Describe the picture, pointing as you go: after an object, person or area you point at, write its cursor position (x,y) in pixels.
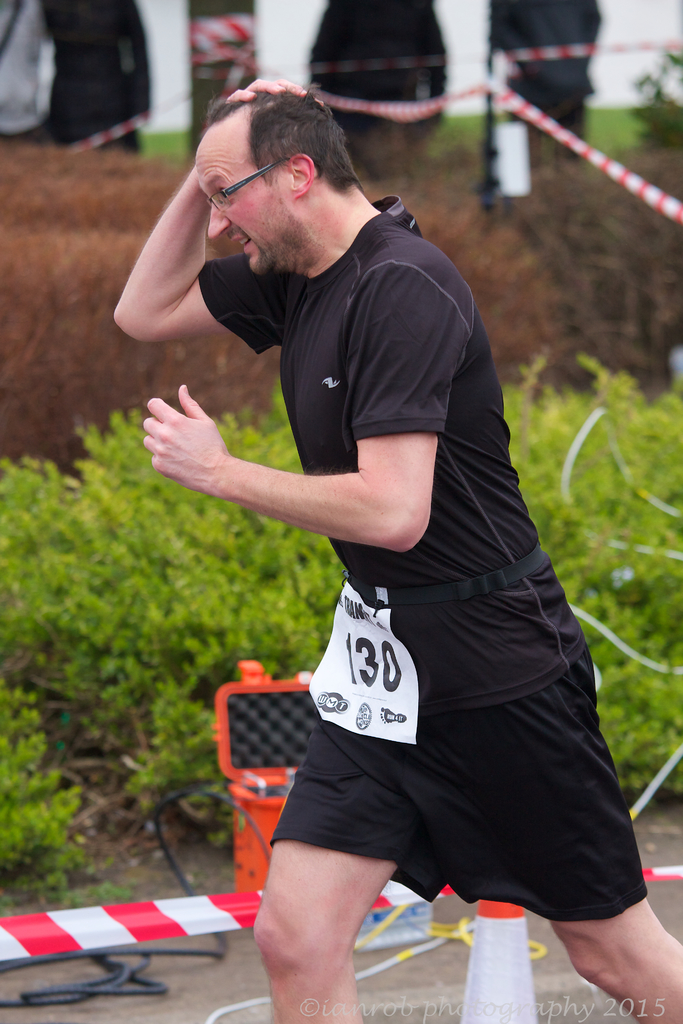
In this image we can see a person (488,780) running on the ground (371,996). We can also see a traffic pole (481,971), a rope (124,988), ribbon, a container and some group of plants (195,523).
